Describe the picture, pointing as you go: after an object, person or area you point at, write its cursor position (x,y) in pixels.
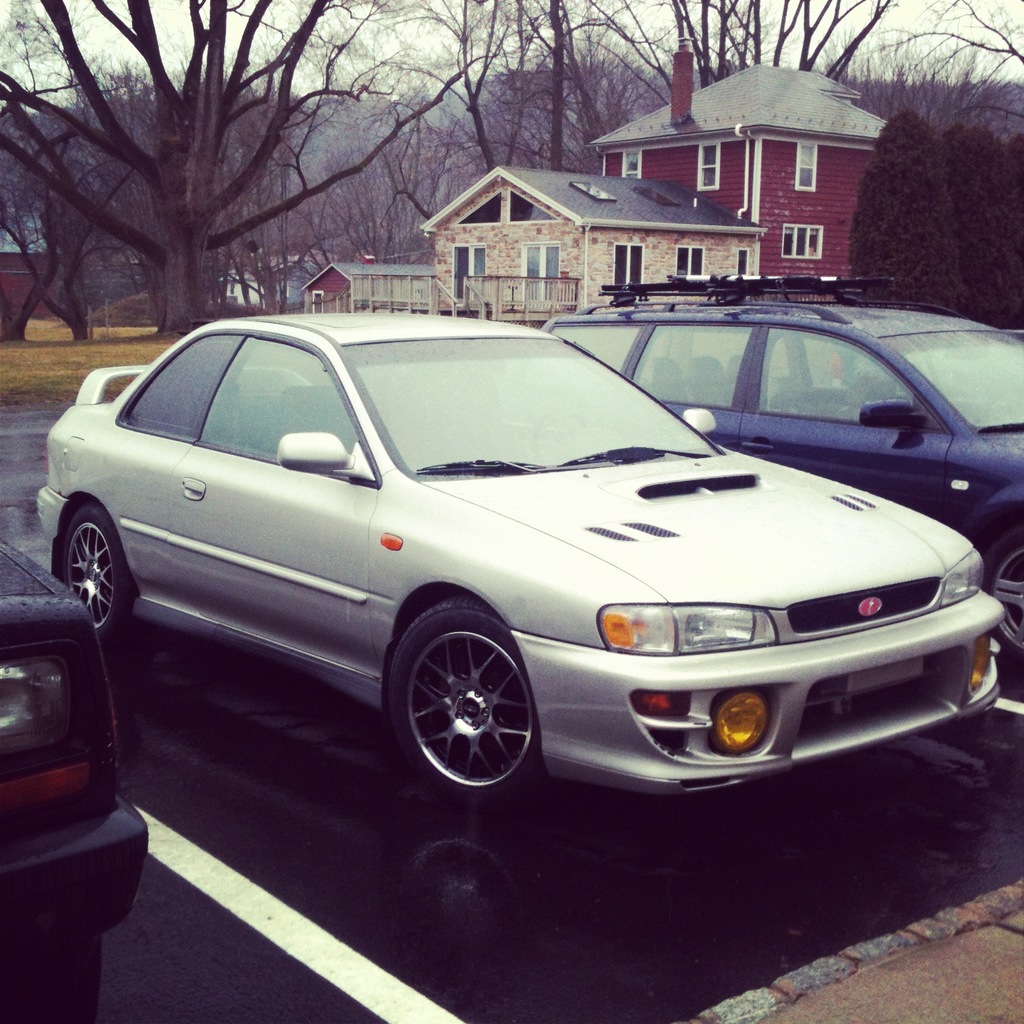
In this picture I can see buildings (599,235) and cars (536,764) parked and I can see few trees (948,110) and a cloudy sky (233,16).
